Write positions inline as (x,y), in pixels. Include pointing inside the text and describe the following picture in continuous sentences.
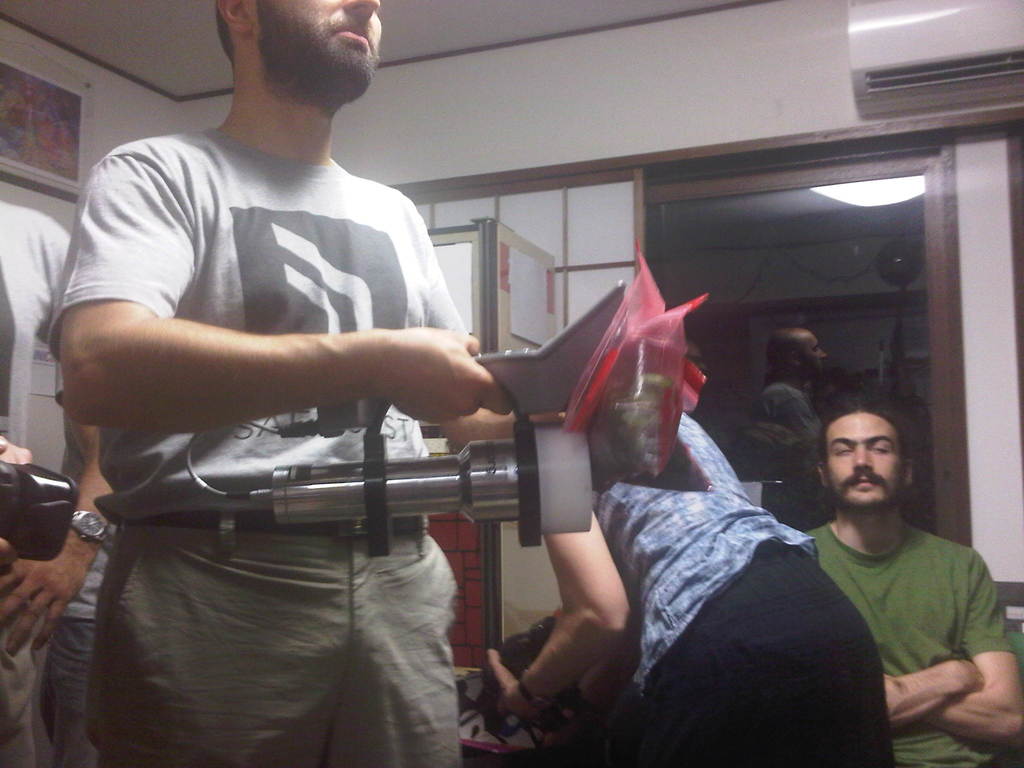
In the background (920,360) we can see a glass (828,279) and few objects (902,264) and person (817,363) is also visible. We can see a frame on the wall (444,119). We can see few notice papers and people (241,76) in this picture. Few are holding devices (597,311) in their hands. On the right side of the picture (893,492) we can see a man (884,477) wearing green t-shirt (964,612) and it seems like he is sitting. In the top right corner (992,89) we can see an air conditioner (896,76).
